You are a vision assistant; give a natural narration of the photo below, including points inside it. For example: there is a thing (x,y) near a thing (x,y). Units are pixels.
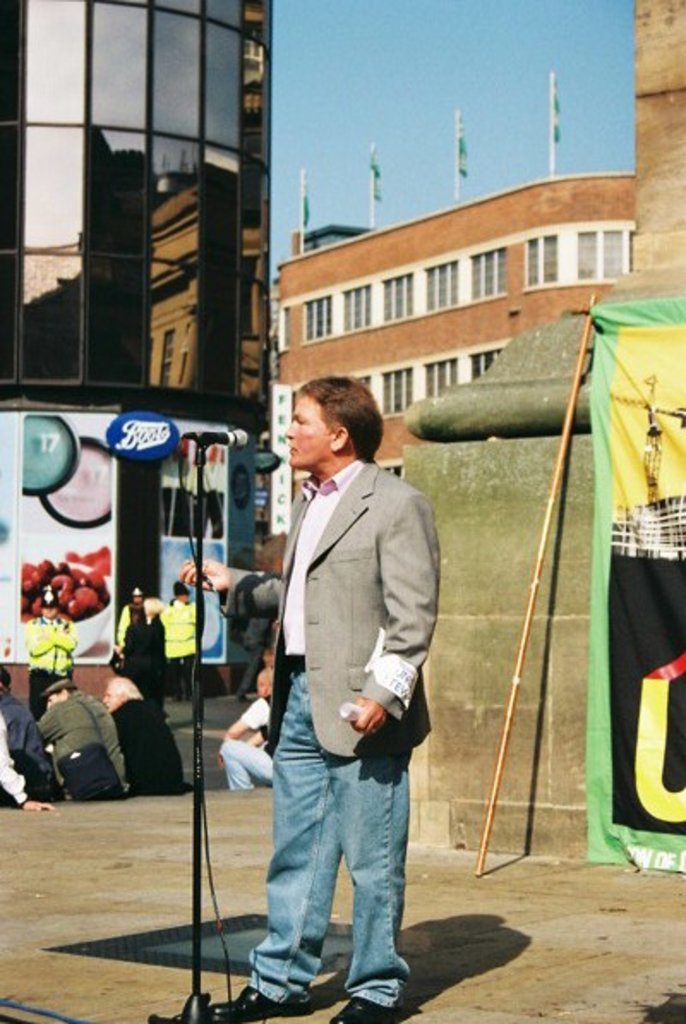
In this picture there is a man (346,626) wearing grey color suit (339,737) standing in the front (334,685) and giving a speech. Behind there is a glass building (112,356) with banners (93,616). On the right side (585,241) there is a brown building (352,348) with windows (433,278) and flags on the top (340,247).
